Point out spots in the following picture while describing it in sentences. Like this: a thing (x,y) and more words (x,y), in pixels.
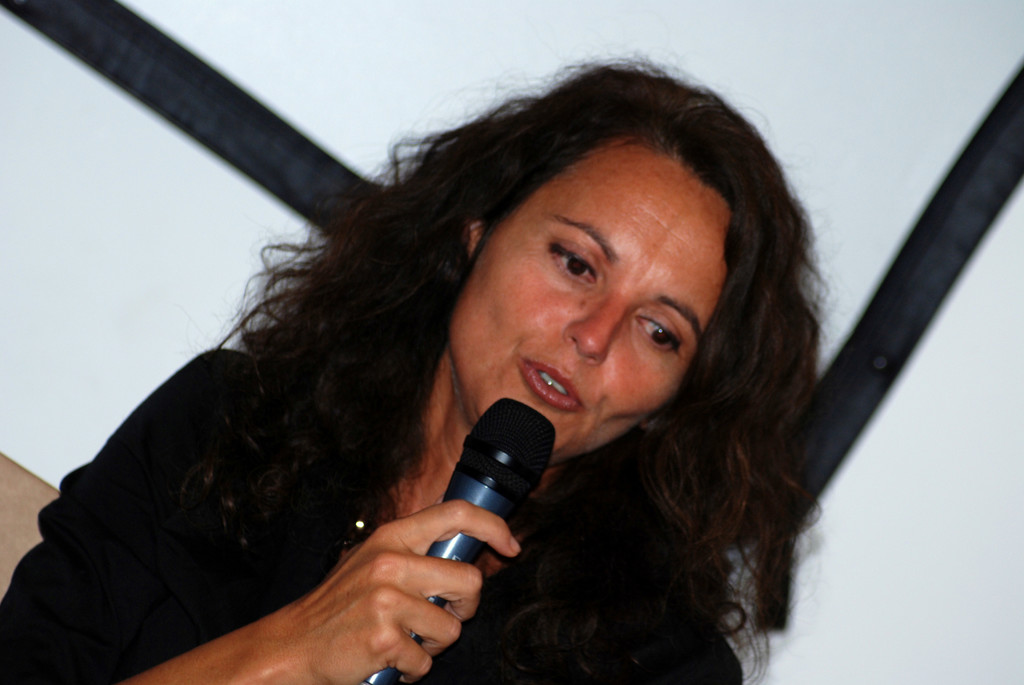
In the image we can see a woman (688,324) who is holding mic (509,448) in her hand (407,559) and she is wearing black colour dress (206,553) at the back (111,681). The background (26,172) is in white colour.
